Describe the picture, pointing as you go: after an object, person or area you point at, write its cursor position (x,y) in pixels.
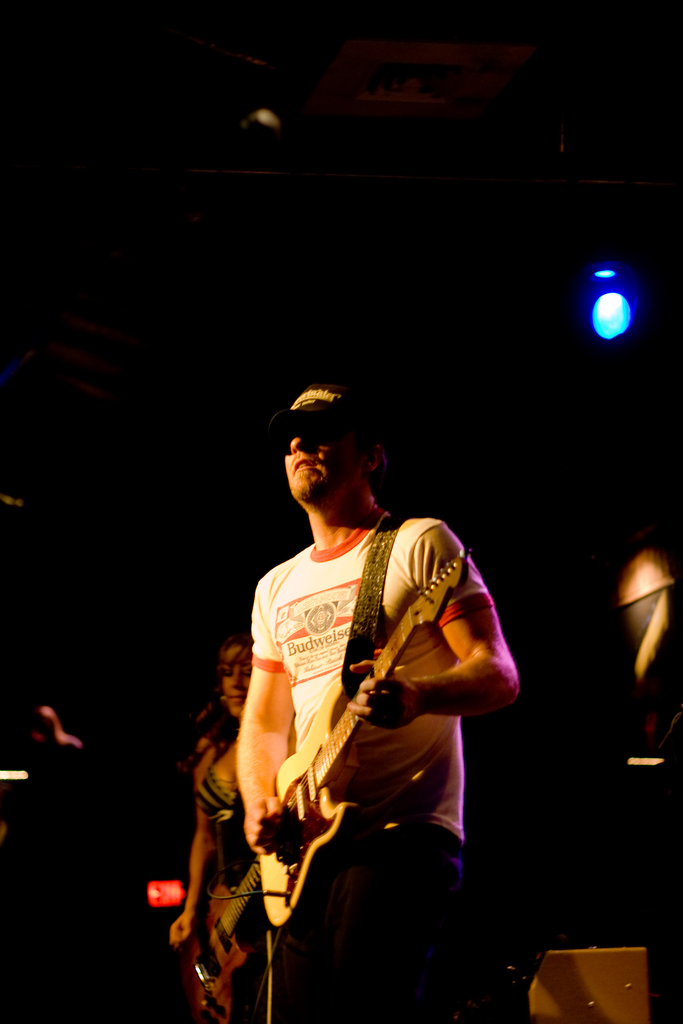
There are two people (326,534) on the stage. He is standing. He is holding a guitar (305,792) and he's playing a guitar (298,799). He's wearing a cap (315,406). She is also standing and she is holding like guitar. She is also playing a guitar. We can see in the background (448,341) there is a dark light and decoration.
